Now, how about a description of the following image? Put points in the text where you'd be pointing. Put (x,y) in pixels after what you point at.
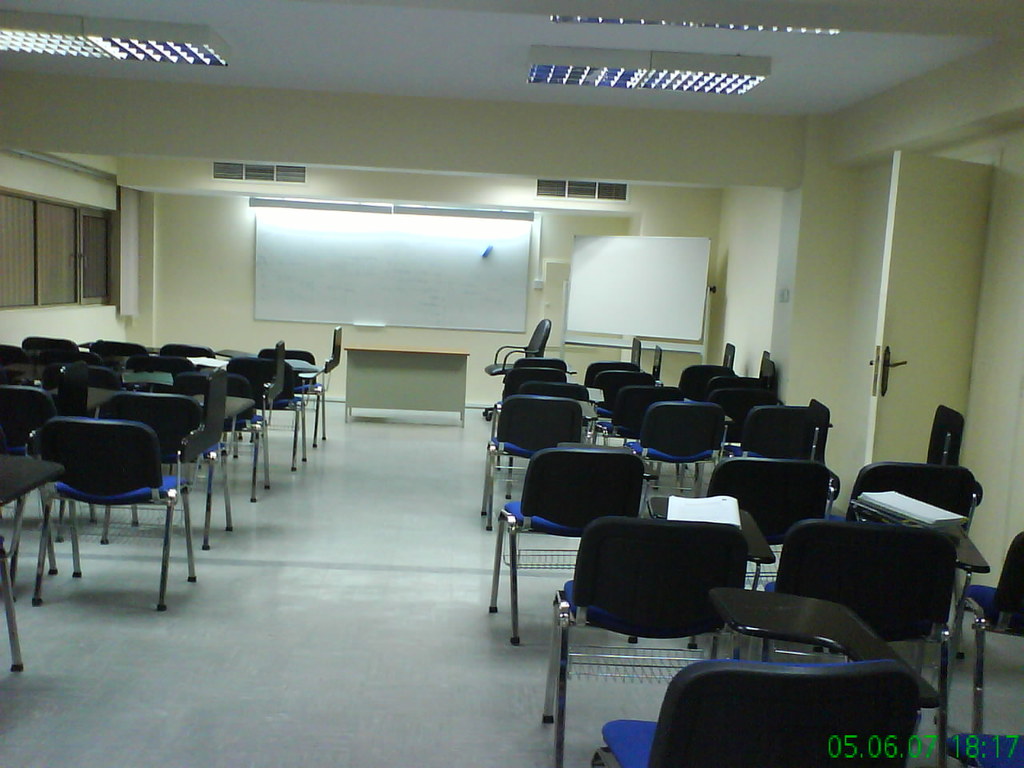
As we can see in the image there is a wall (198,266), window (73,271), board (302,257), door (910,334) and many chairs (71,452) on floor (451,486).
